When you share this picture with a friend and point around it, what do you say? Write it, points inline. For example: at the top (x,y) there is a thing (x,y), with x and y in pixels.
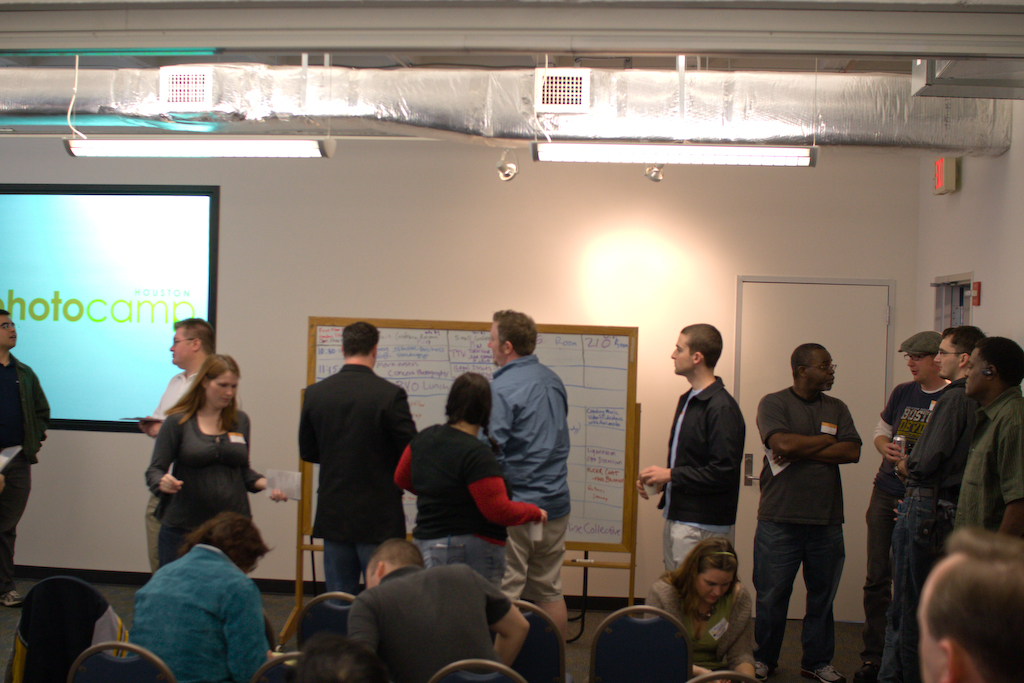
In this image there are a group of people (552,434) standing and some of them are sitting. In the center (578,386) there is one board (394,365), in the background (490,148) there is wall (659,297) door (739,339) screen (76,228) and at the top (622,136) there are some lights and ceiling (548,49) and some other objects (817,101).
